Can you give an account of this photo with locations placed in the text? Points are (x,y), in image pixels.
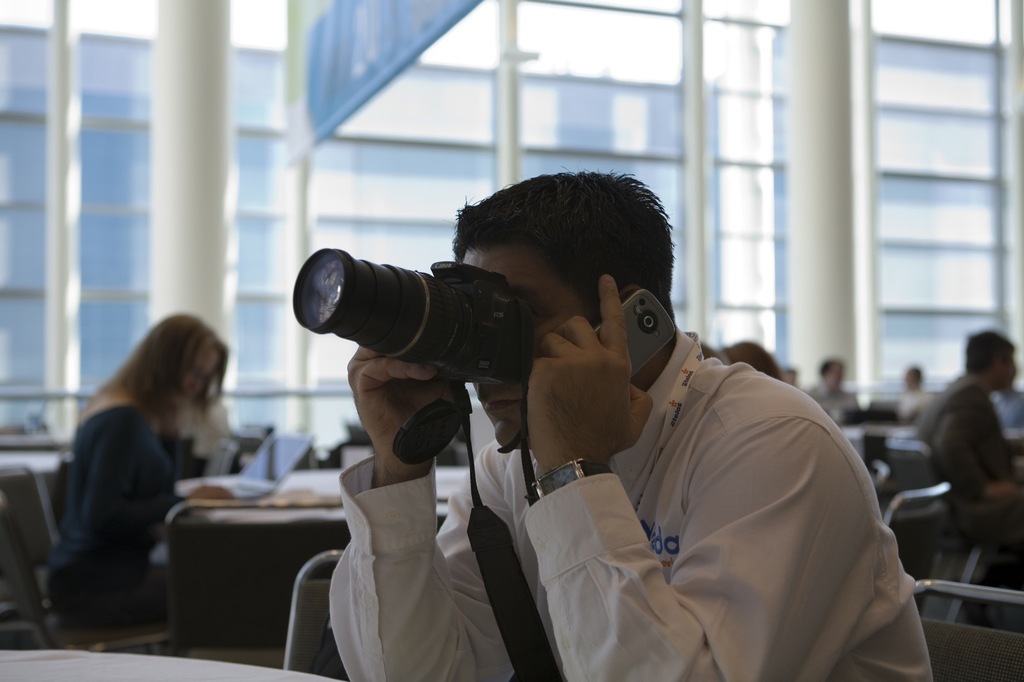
In this image it seems like a room (864,199) in which the man (627,540) is taking a picture with the camera (342,295) which is in his hand (410,398) and also talking to someone through the mobile (642,324). In the background (1003,431) there is a woman (102,417) who is working with the laptop (273,445) and people (944,468) who are sitting around the table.
